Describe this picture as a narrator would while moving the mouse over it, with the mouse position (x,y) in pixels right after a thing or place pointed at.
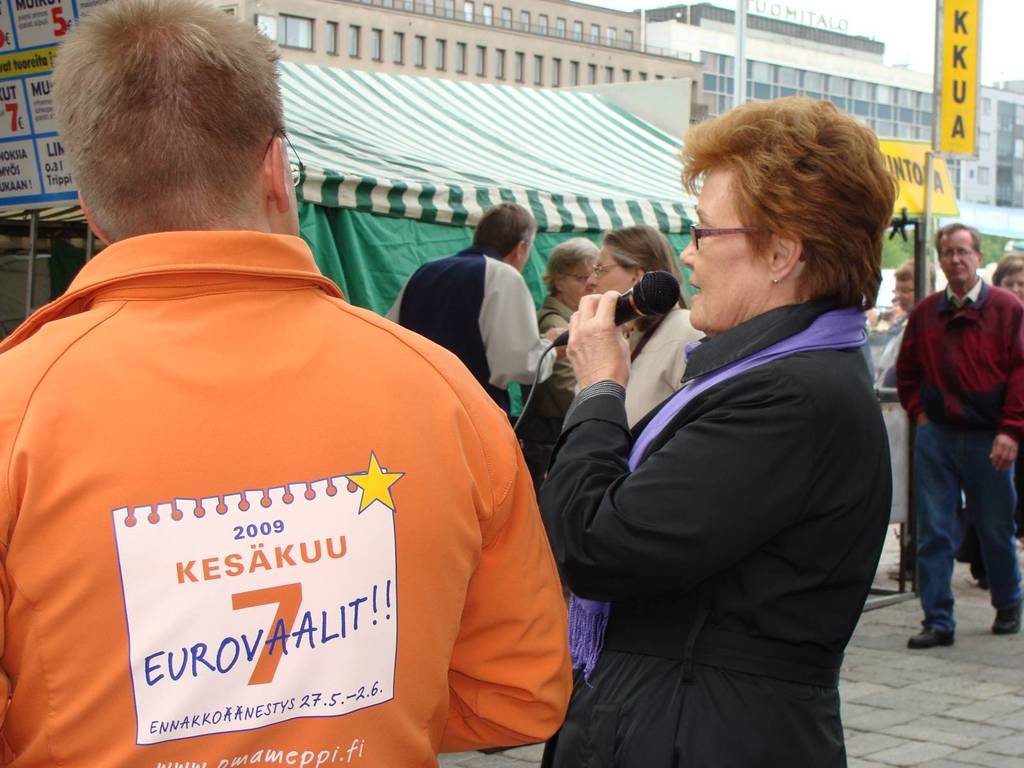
In this picture there is a lady (612,349) on the right side of the image (688,544), by holding a mic (668,301) in her hand (597,372) and there is a boy (117,262) on the left side of the image (257,588) and there are other people (972,501) in the background area of the image (1010,501) and there are posters (921,174), buildings (1004,174) and a stall (551,194) in the background area of the image (724,40), there is a sign pole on the right side of the image (935,146).
